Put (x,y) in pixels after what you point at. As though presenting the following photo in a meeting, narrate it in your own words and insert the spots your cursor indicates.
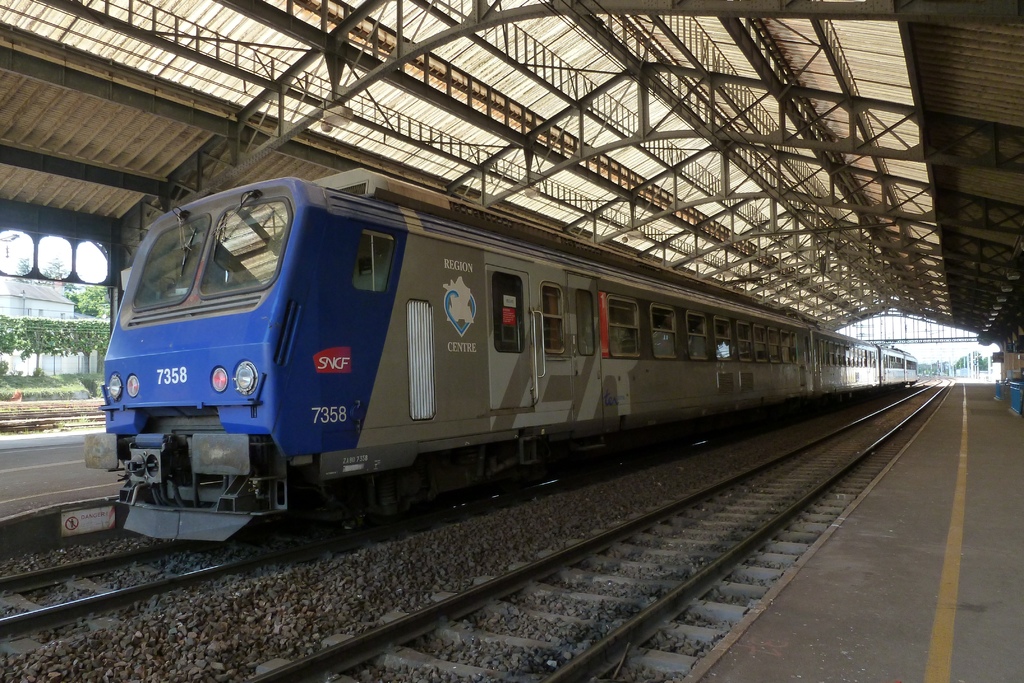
In this image I can see a train (469,439) on the railway track (462,513). It is in blue and ash color. I can see few trees (87,332), shed (692,119), poles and few objects (1014,392) on the platform (974,426).
